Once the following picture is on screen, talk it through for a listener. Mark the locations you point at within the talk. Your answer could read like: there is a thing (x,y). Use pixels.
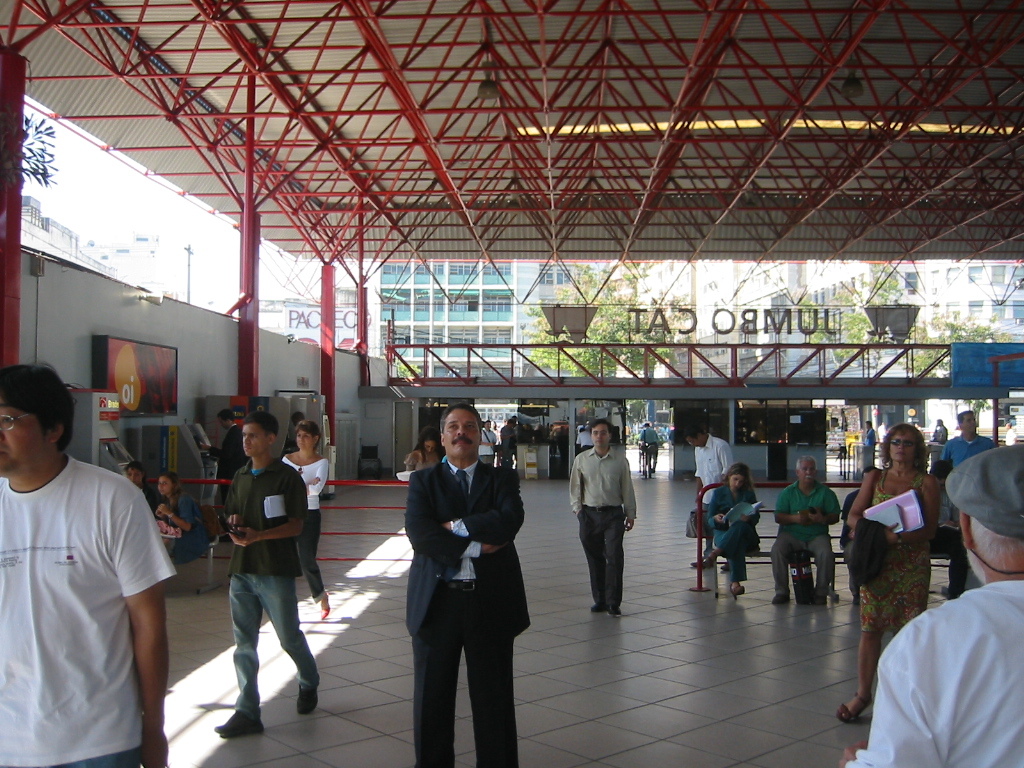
In the front of the image (792,517) we can see people (792,543), benches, machines (108,442), railing (408,369), boards (576,318) and objects (877,310) under the shed (558,112). In the background of the image (967,310) there are buildings (564,283), trees (575,293) and pole (187,260).
